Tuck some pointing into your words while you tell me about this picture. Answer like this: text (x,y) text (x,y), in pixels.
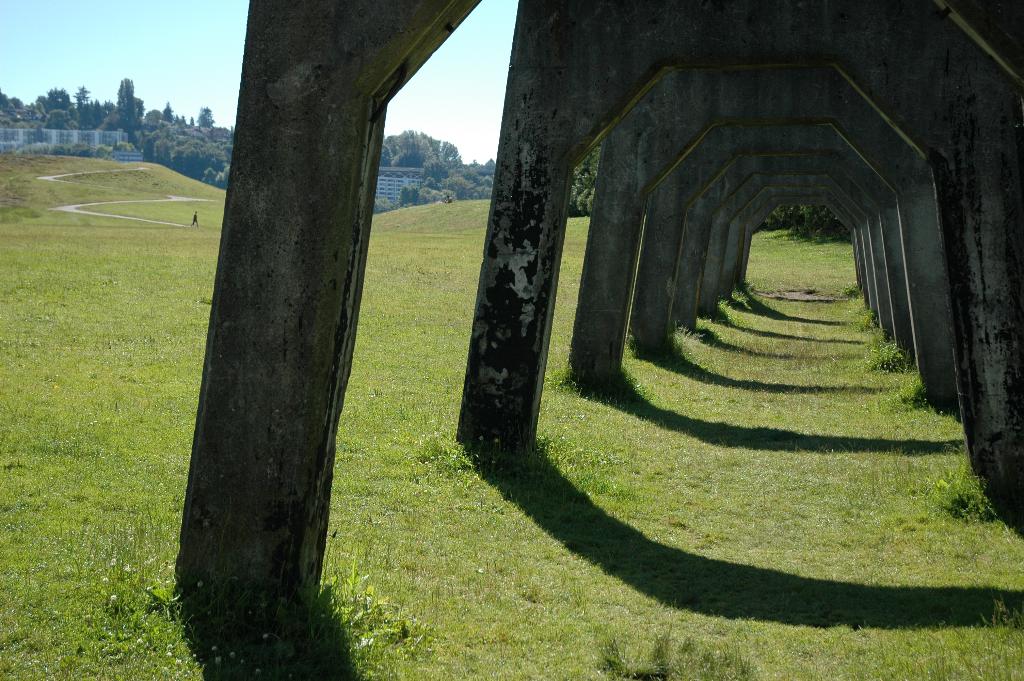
In this image I can see the ground (122,453), some grass (122,453) on the ground (677,482) and number of pillars (287,555) on the ground (179,232). In the background (73,204) I can see a person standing on the ground (181,213), few buildings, few trees (62,123), the path (133,219) and the sky (164,79).
